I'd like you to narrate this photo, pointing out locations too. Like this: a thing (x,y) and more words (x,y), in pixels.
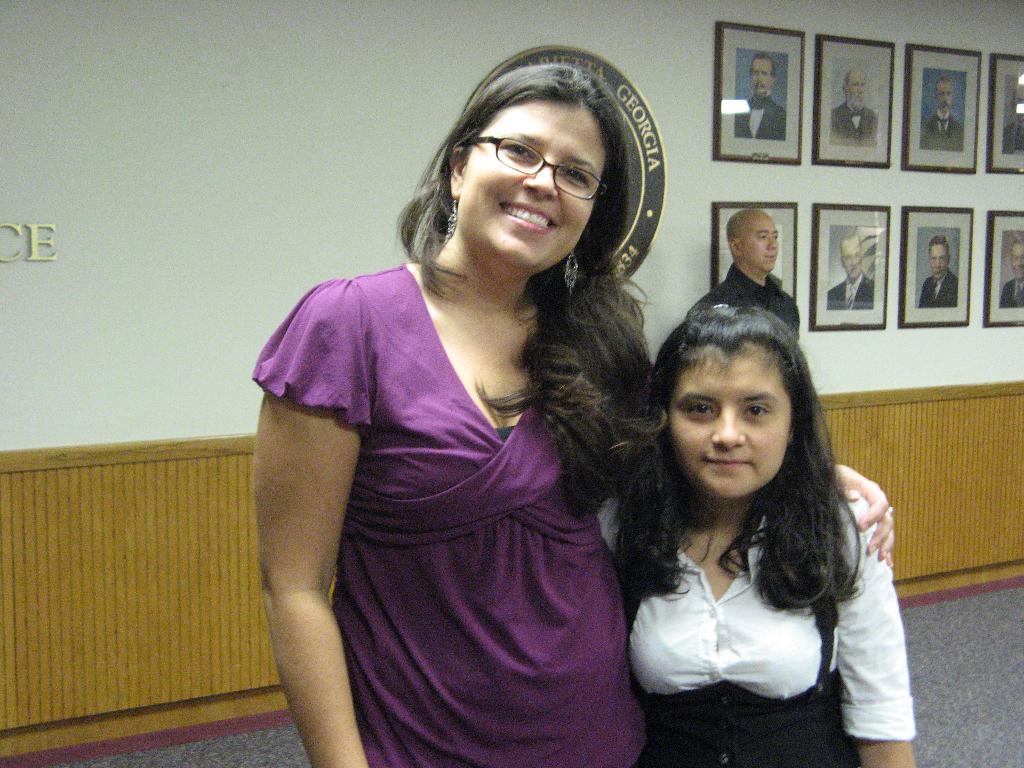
In this picture there is a lady (335,298) and a girl (759,319) in the center of the image (653,393) and there is a man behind them, there are photographs (729,72) on the wall (816,12) in the background area of the image (813,212).
